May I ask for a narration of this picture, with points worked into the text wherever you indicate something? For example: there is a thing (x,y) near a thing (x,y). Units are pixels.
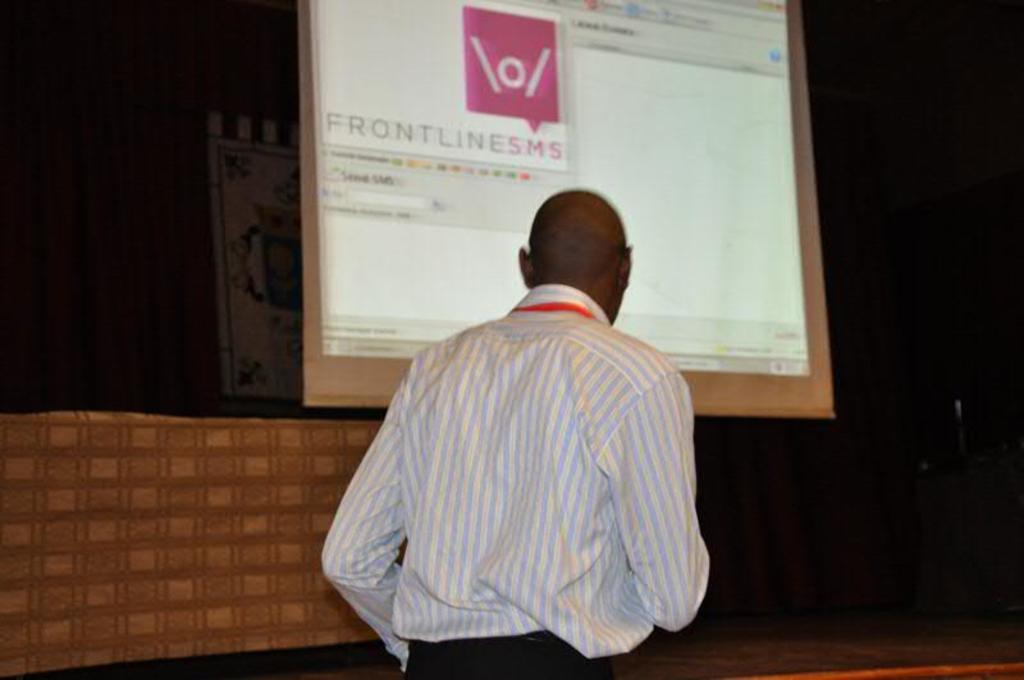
In the image we can see a man (537,527) standing, wearing clothes (478,426) and he is facing back. Here we can see the projected screen (518,244) and text (538,144) on it and the background (27,119) is dark.
